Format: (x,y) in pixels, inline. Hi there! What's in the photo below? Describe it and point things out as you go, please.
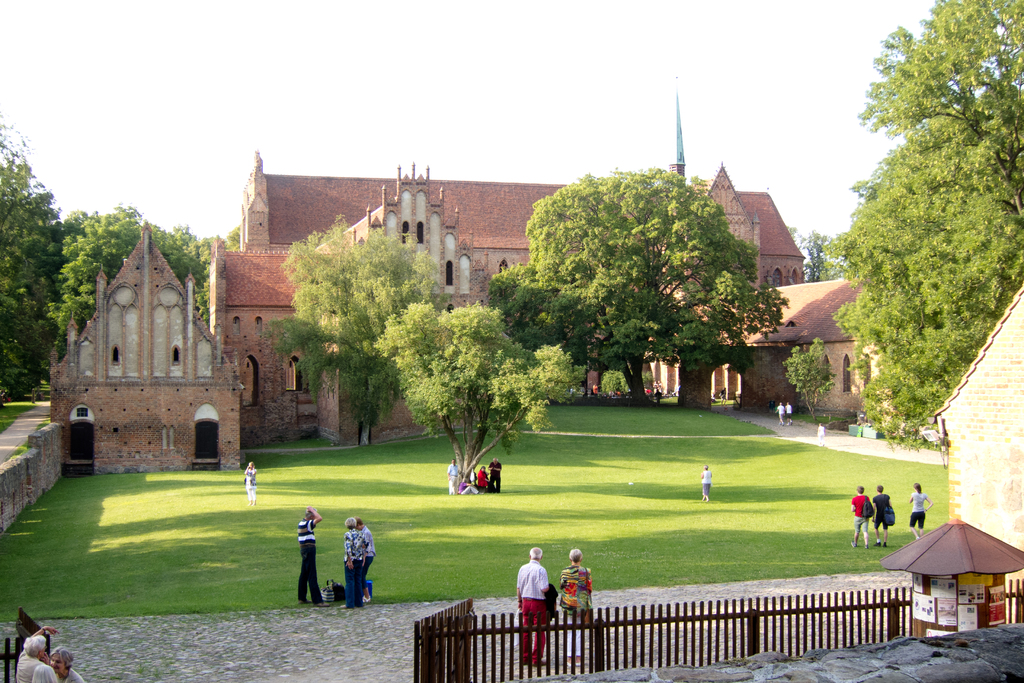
In this image we can see some people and in the background (200,461), we can see a structure (474,269) which looks like a church (175,430). There are some trees (692,207) and grass (425,527) on the ground (707,547) and we can see a fence (502,644) at the bottom of the image (508,631) and to the side there is a hut (979,542) and at the top (207,36) we can see the sky (489,33).
